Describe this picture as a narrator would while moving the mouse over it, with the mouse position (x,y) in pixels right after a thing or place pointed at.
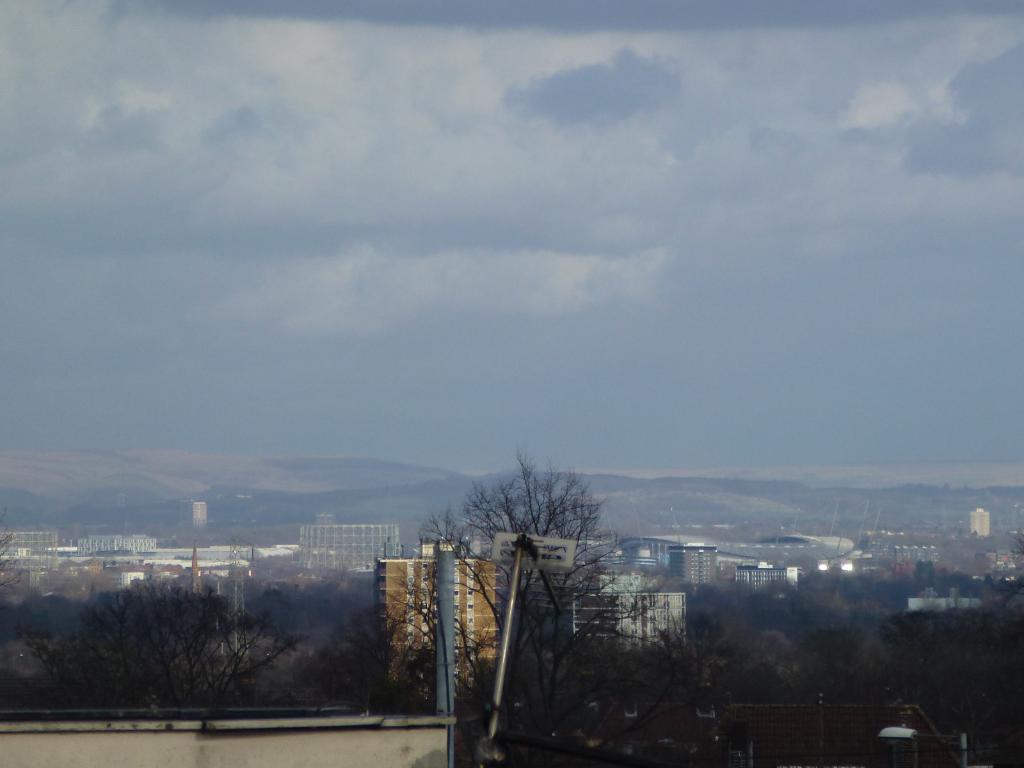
In this image, we can see a cloudy sky (546,465), few mountains (482,483). At the bottom (653,606), there are so many trees (639,667), buildings (60,565), poles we can see.
